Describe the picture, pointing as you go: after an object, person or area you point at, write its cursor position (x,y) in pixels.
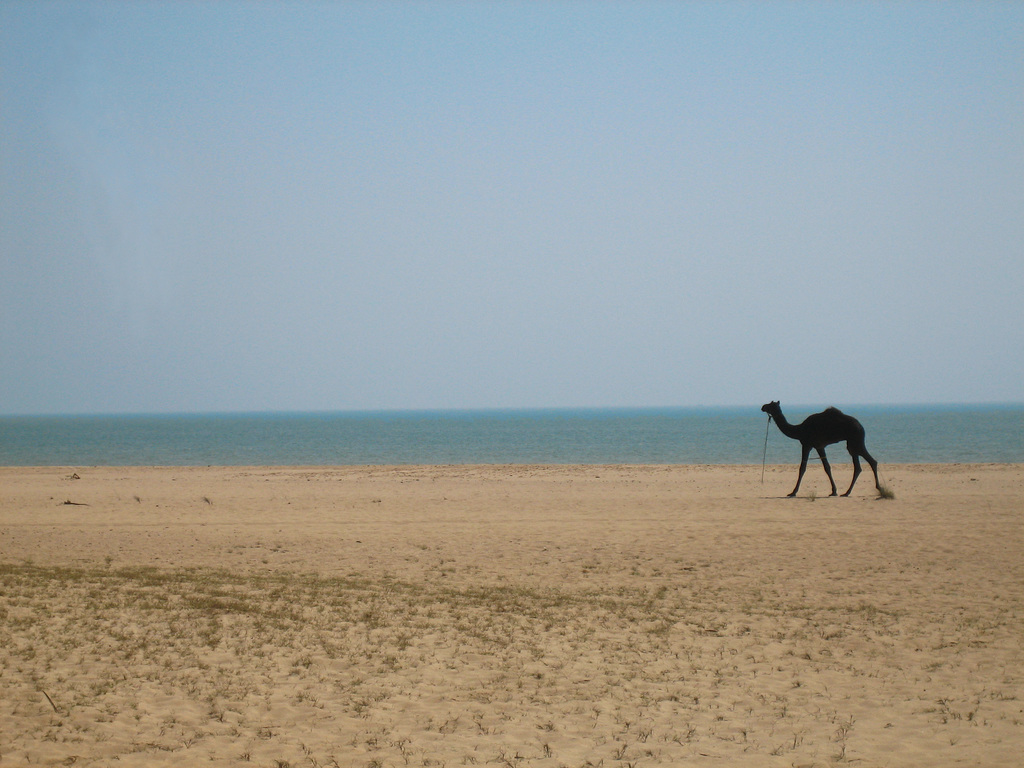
In this image I can see soil (643,528), grass (273,588), camel (829,431), water (512,417) and blue sky (510,243).
